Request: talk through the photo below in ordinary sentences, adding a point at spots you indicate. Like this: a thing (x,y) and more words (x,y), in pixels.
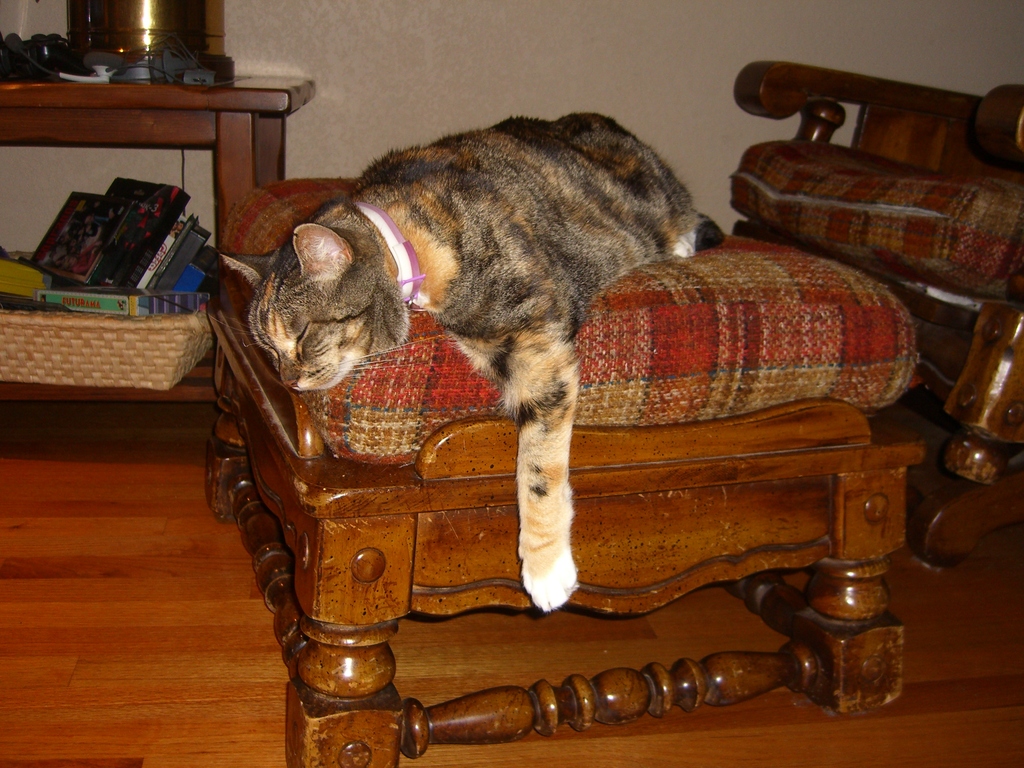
A cat (702,215) is sleeping on a stool (438,382) with a cushion (383,410).
